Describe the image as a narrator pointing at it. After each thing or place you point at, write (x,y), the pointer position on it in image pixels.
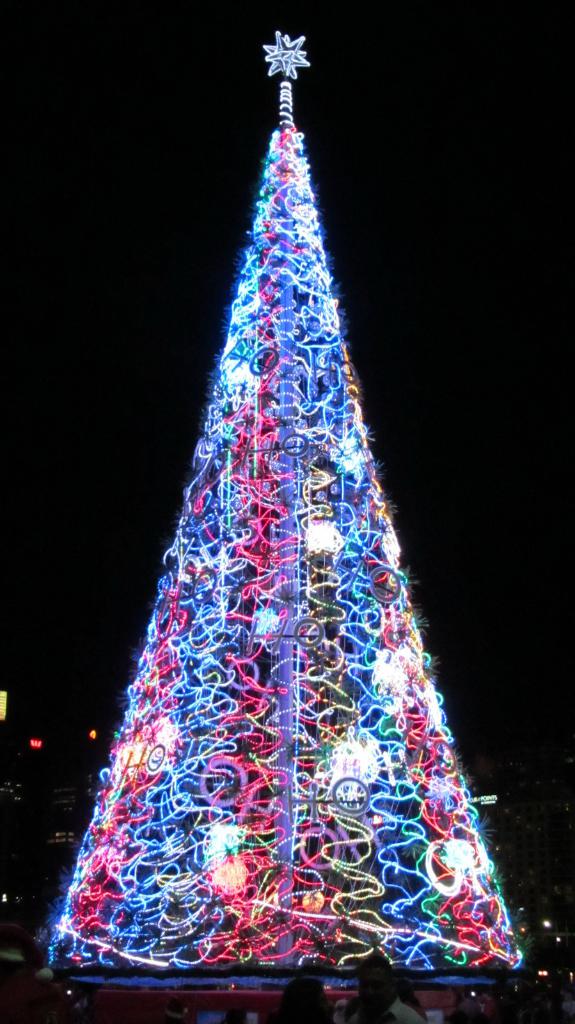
In this picture we can see some people (287,991) at the bottom (368,991), it looks like a Christmas tree (294,493) in the middle (311,530), we can see lights (308,657) on the tree (194,923), there are some lights (37,748) in the background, we can see a dark background (137,360).
